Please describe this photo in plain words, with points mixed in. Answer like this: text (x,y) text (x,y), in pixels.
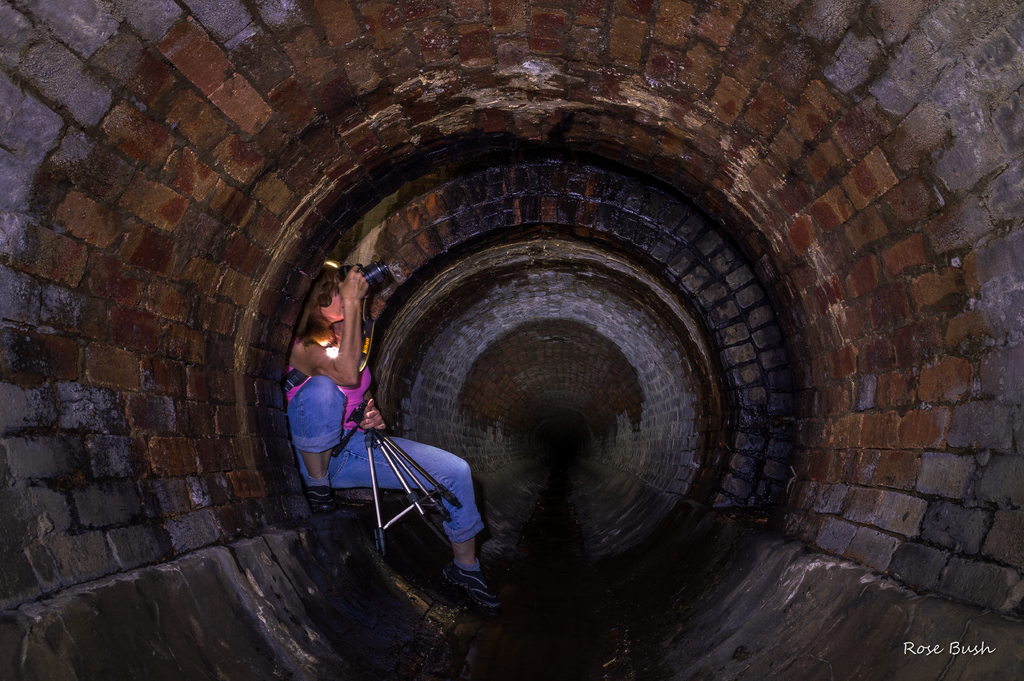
In this picture I can see a person (355,284) holding a camera (377,276) and a tripod stand (371,469), in a drainage tunnel (873,580), and there is a watermark (936,646) on the image.
